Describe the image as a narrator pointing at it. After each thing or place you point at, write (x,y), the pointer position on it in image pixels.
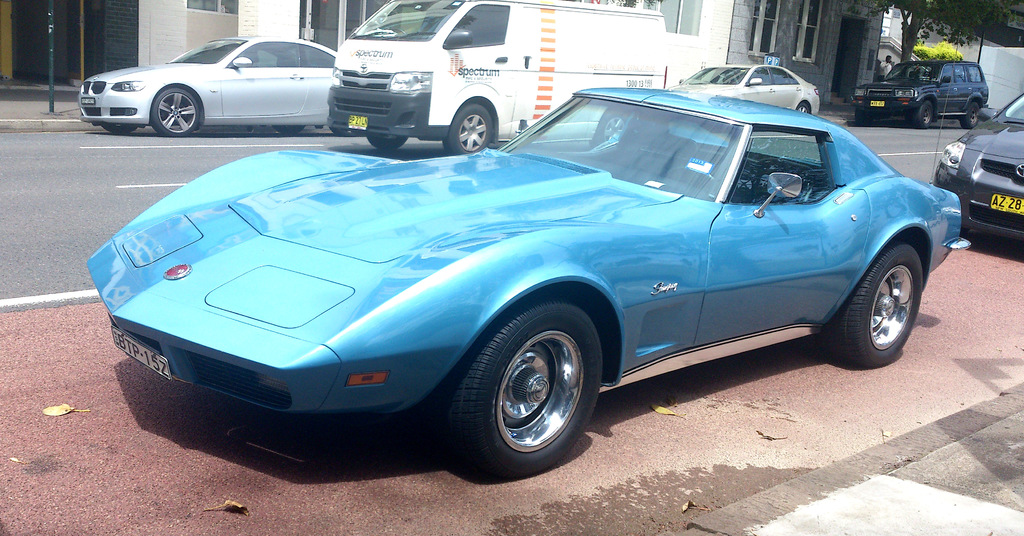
In this image we can see vehicles (581,182) on the road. On the right (932,8) there is a tree (925,21). In the background (896,53) there is a building (965,43). At the bottom (210,526) there is a road (912,174).
